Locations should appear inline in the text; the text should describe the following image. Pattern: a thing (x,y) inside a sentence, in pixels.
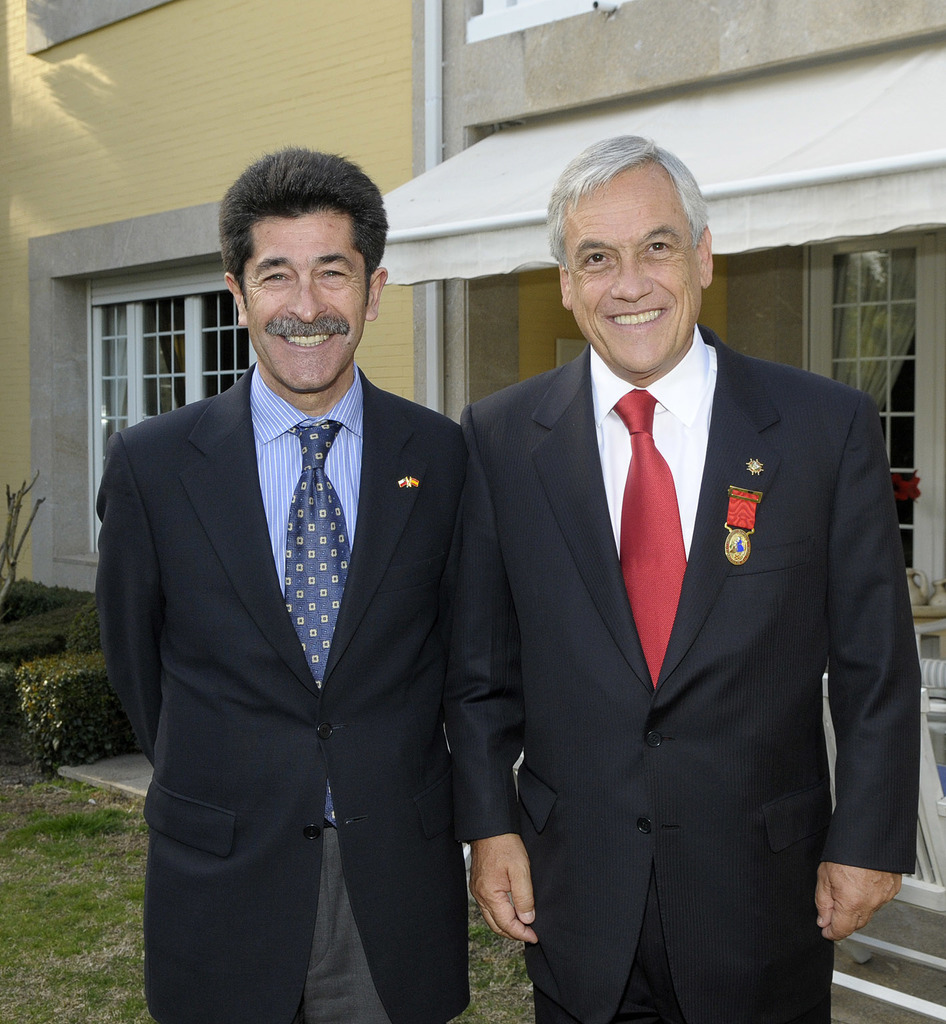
In this image, I can see two persons (407,621) standing and smiling. In the background (323,90), there is a house (706,119). At the bottom left side of the image (29,735), I can see the hedges (23,705). At the bottom of the image (67,899), there is the grass (67,927).
